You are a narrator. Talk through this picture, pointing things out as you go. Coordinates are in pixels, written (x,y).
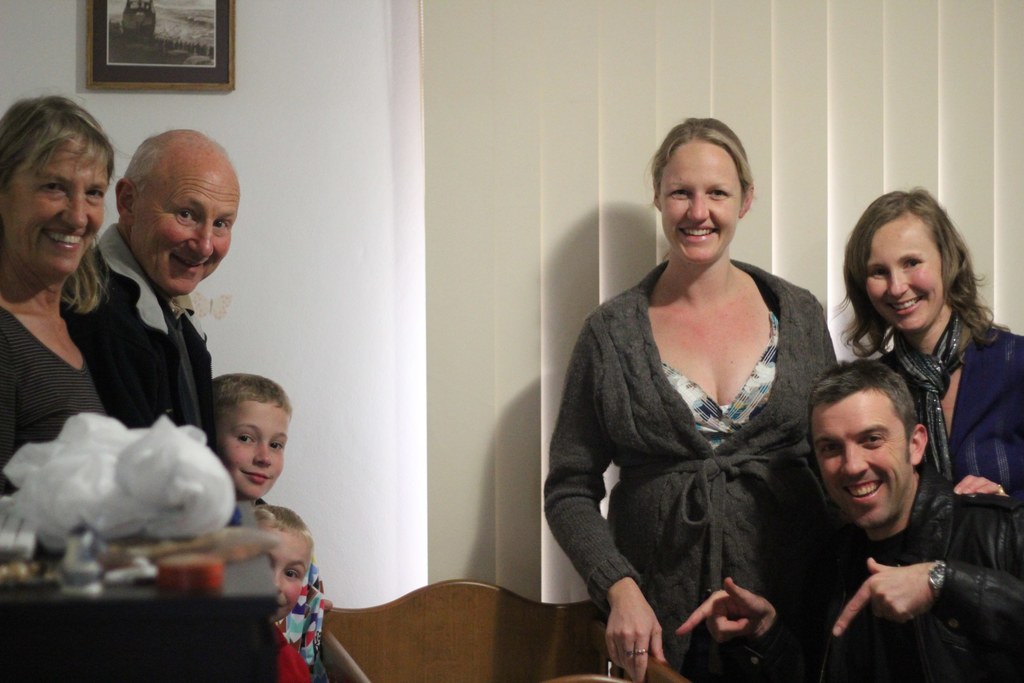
In this picture we can see a few objects (143,549) on the left side (147,674). There are a few people (141,190) smiling on the right (879,275) and left side of the image (184,194). We can see two kids (287,573) on the left side (277,578). There is a wooden object (437,666) visible at the bottom of the picture (487,666). We can see a frame (140,33) on the wall (360,87).
